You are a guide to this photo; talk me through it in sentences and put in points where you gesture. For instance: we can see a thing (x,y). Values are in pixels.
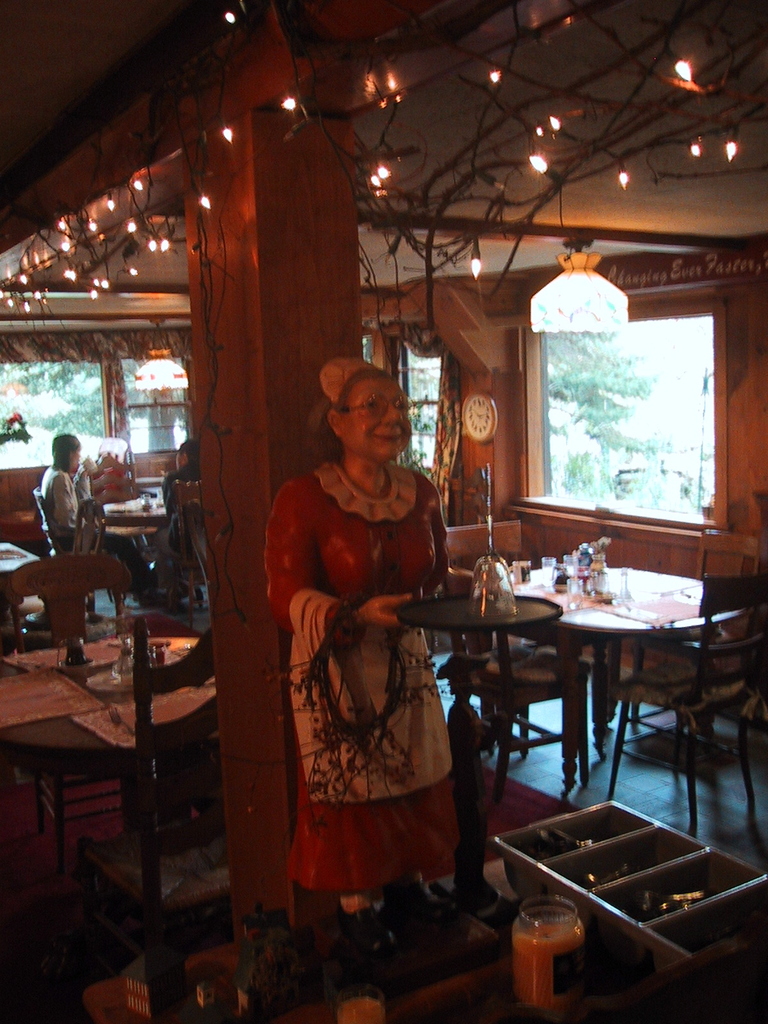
In the middle (376,570) there is a woman statue (370,674) holding a tray (451,618), a glass (491,594) on that. In the left (133,507) there is a table (138,523) in front of the table (158,511) there are two person (165,504) sitting on the chair (190,517). At the top (554,285) there are many lights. In the background (439,358) there is a window (578,419) and tree (620,372). To the right (603,607) there is a table (616,622) in front of the table (627,619) there is a chair (685,688).
